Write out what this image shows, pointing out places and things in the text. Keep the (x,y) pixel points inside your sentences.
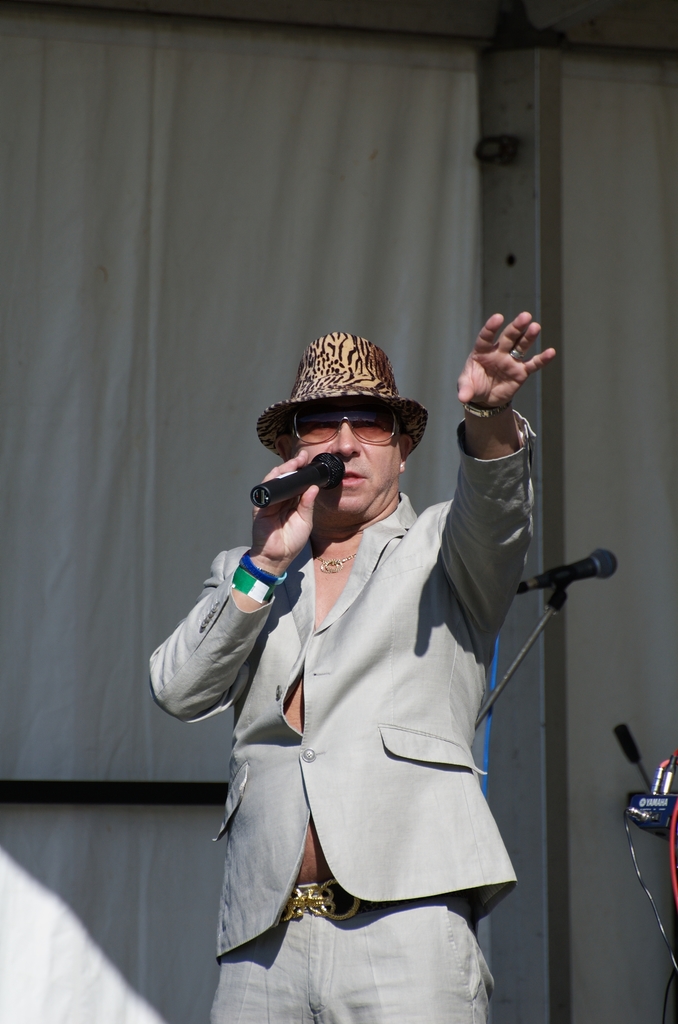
In this image, In the middle (439,648) there is a man (418,579) standing and holding a microphone (276,492) which is in black color, In the background (485,240) there is a white color wall (647,201) and white color curtain (156,361).
